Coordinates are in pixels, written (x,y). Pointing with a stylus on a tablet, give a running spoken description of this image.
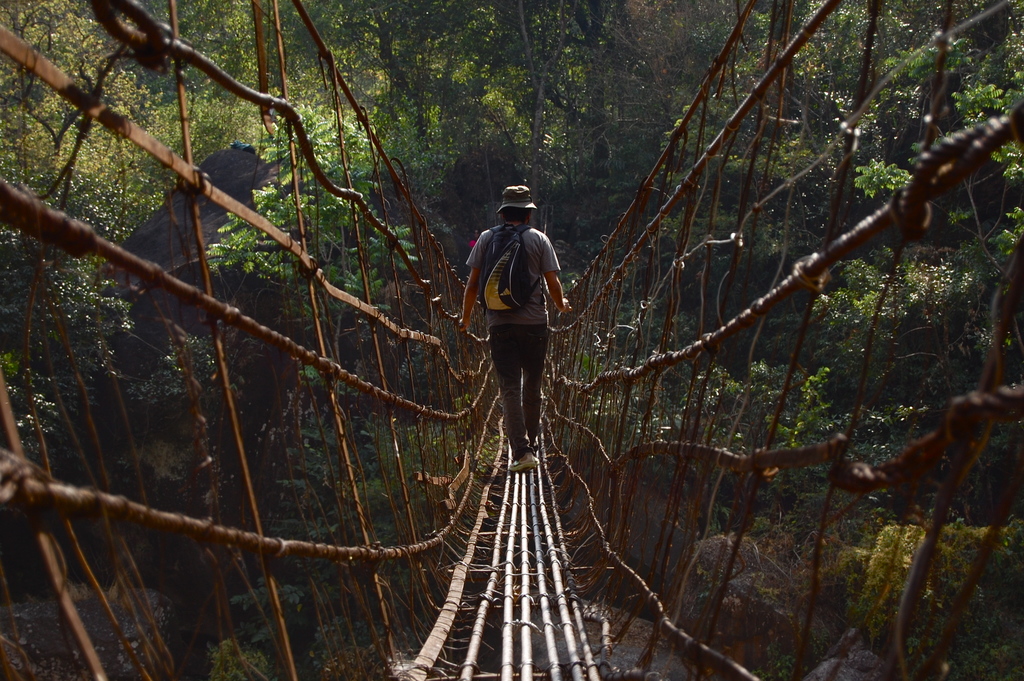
The man (498,316) in grey T-shirt (535,304) is walking on the living root bridge (471,549) or a rope bridge (573,536). In the background (420,240), there are trees (491,202).
